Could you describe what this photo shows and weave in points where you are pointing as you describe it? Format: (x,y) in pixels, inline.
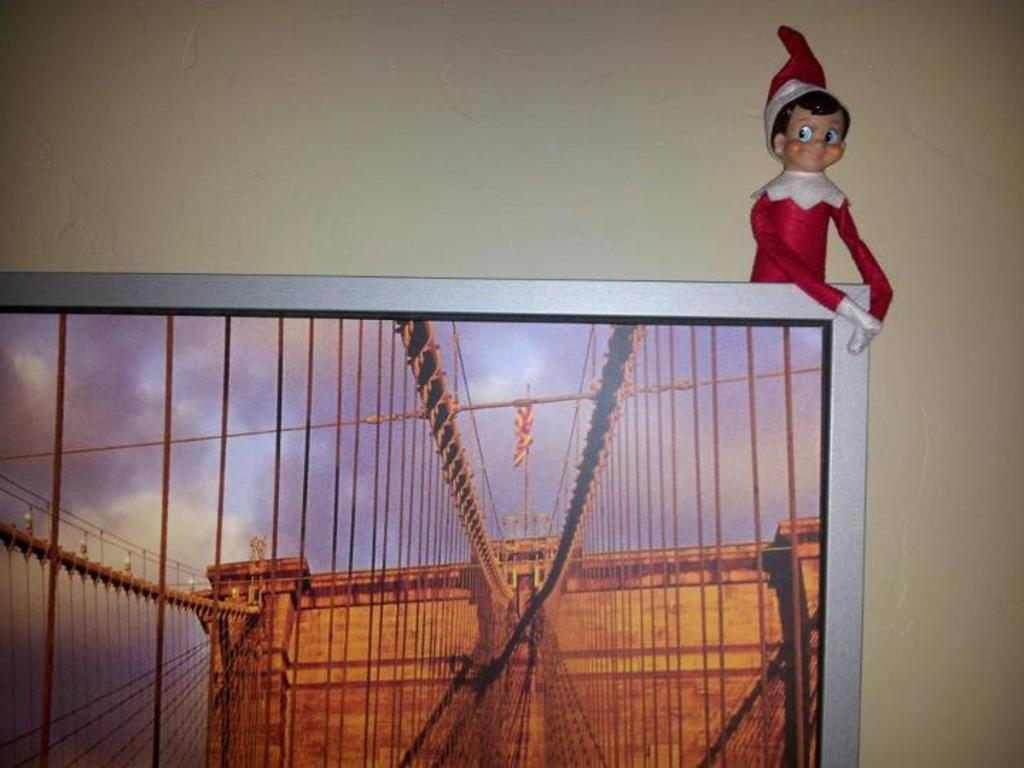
In this image I can see a screen (519,399) on which I can see building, ropes (596,483), the sky (636,489) and back side of screen (738,468) I can see the wall (754,96) and a doll (809,178) visible in front of the wall (748,237).
